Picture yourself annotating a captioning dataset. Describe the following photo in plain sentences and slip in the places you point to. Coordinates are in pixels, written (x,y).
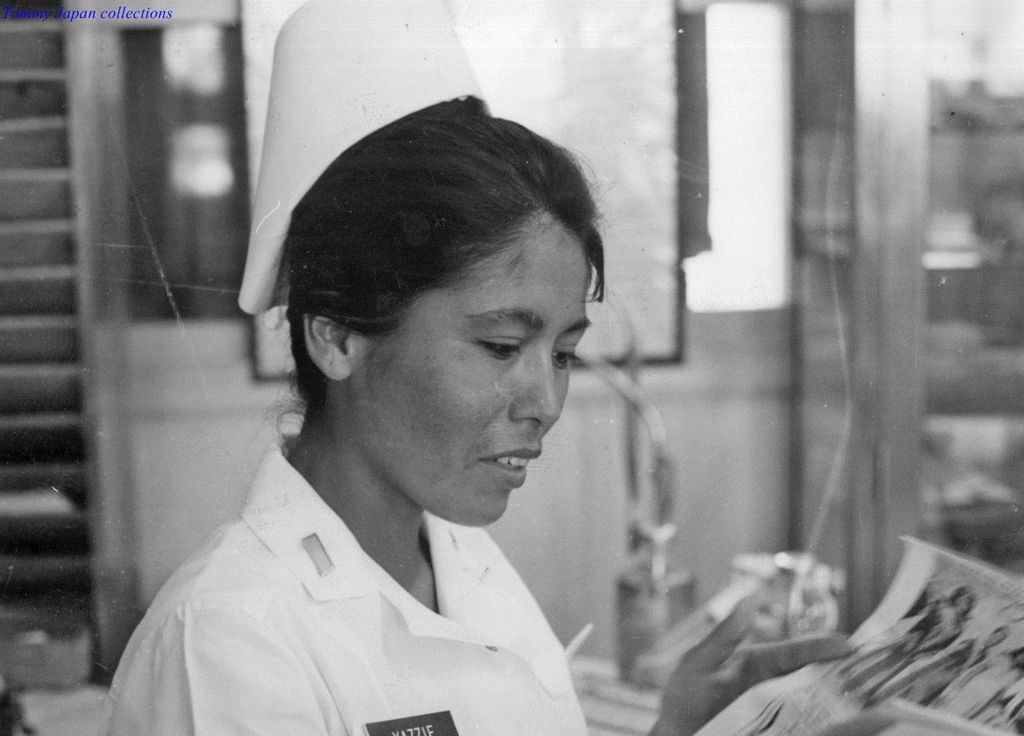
In this image I can see the person (330,560) with the dress (376,670) and holding the paper (754,702). In the background (42,164) I can see the shutters (71,184) and some objects (637,481). And this is a black and white image.
